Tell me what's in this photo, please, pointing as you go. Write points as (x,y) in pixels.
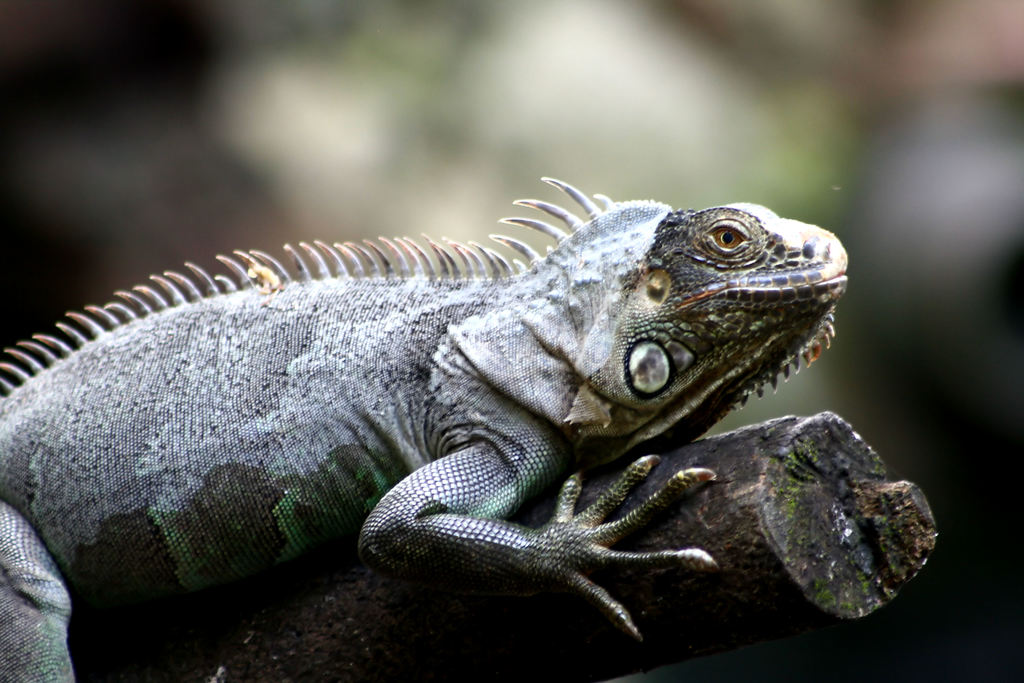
In this image I can see a grey colour lizard (474,419). I can also see this image is blurry from background (892,319).
